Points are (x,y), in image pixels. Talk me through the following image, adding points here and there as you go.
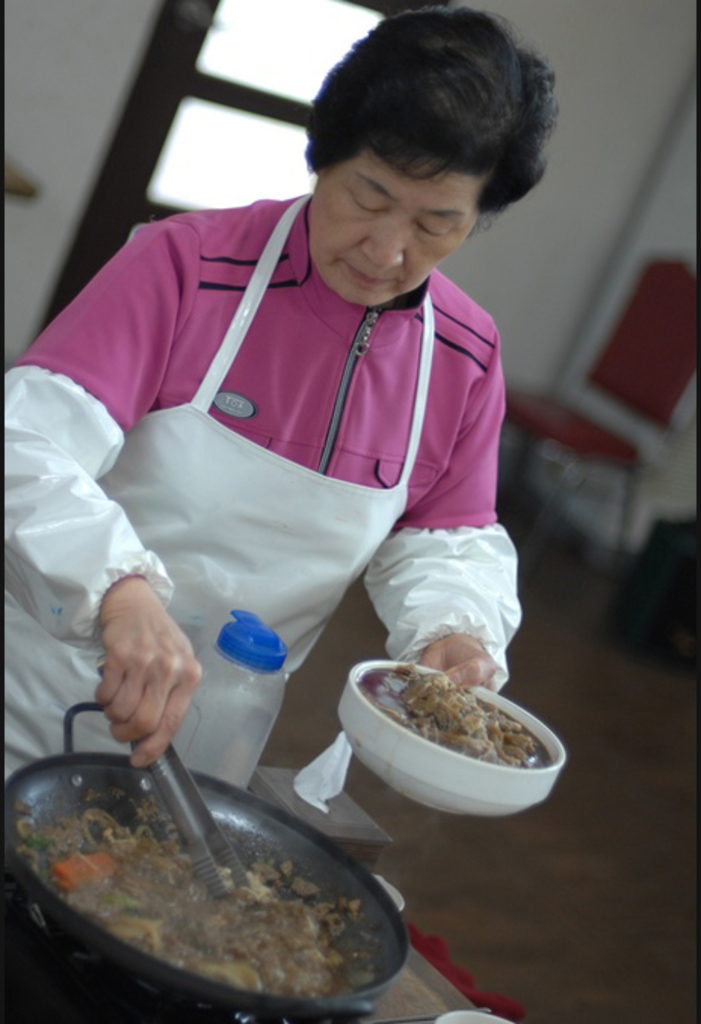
In this picture a woman (342,353) with a jacket (324,464) seems like cooking holding a bowl (384,747) in her hand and some food (210,903) in the pan (263,810). In the background (179,97) i could see a window (211,84) and a wall (616,115) and a chair (613,347).
